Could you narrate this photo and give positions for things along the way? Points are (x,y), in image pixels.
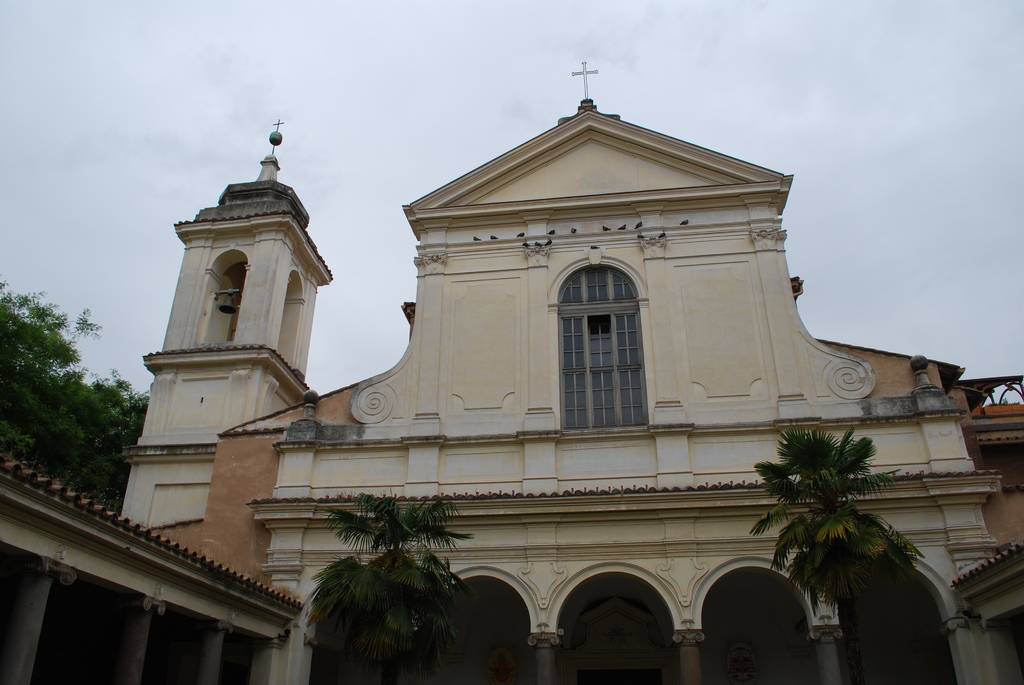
There are trees (457,536), a church (494,529) and a roof (66,497) in the foreground area of the image (499,498), there are trees (75,359) and the sky (367,367) in the background (72,396).
